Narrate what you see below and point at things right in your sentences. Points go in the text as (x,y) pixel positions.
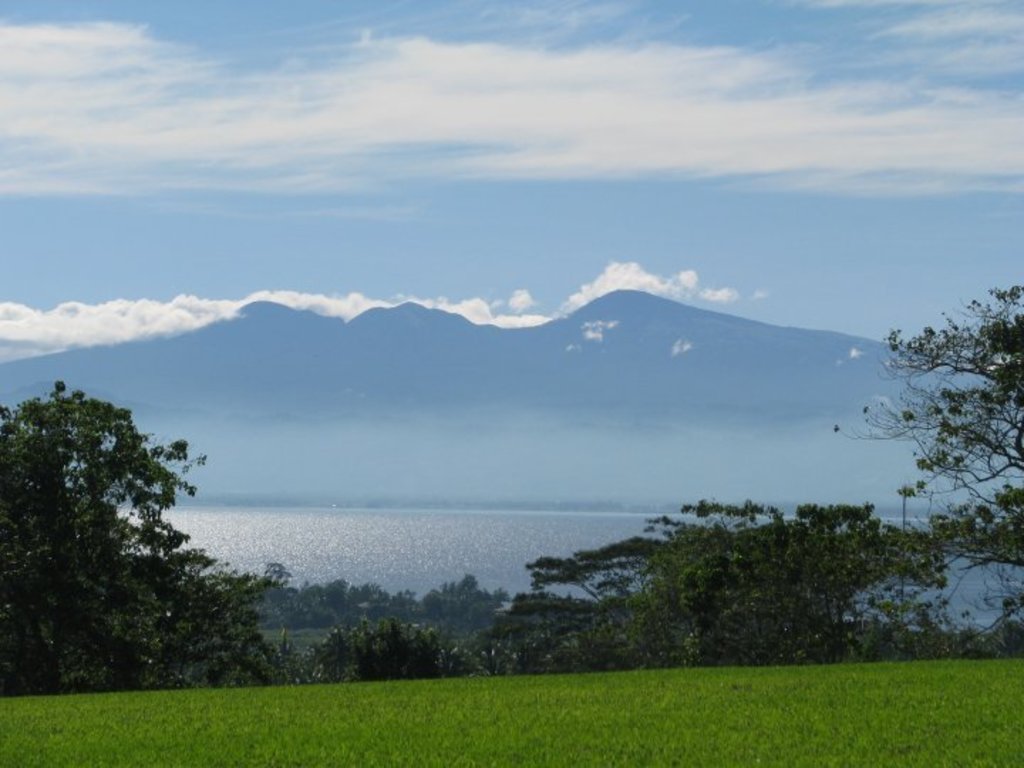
In this image I can see few trees (768,608), grass (562,764), mountains (587,489), water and the sky (430,188) is in blue and white color.
